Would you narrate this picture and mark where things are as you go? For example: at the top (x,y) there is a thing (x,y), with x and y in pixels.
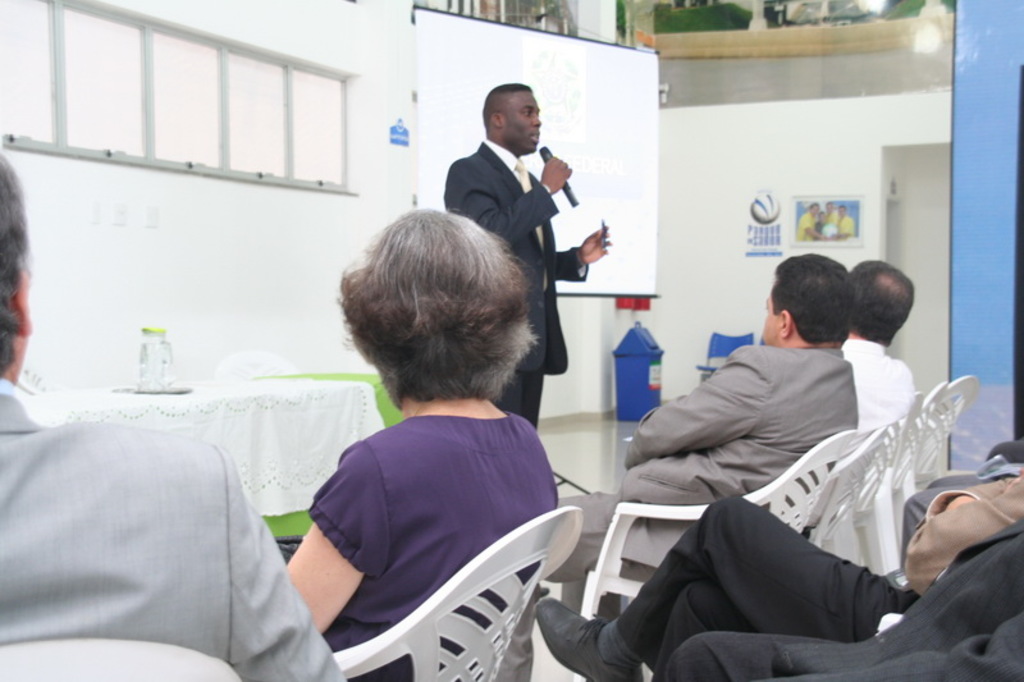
There is a man (515,210) in this picture holding a mic (569,186) and speaking, standing in front of the people (395,592) who are sitting in the chairs (825,540). In the background (605,128) there is a projector display screen (517,81) and a table (48,399) on which a glass jar (157,362) was placed. We can observe a wall (118,243) and windows (231,140) here.
